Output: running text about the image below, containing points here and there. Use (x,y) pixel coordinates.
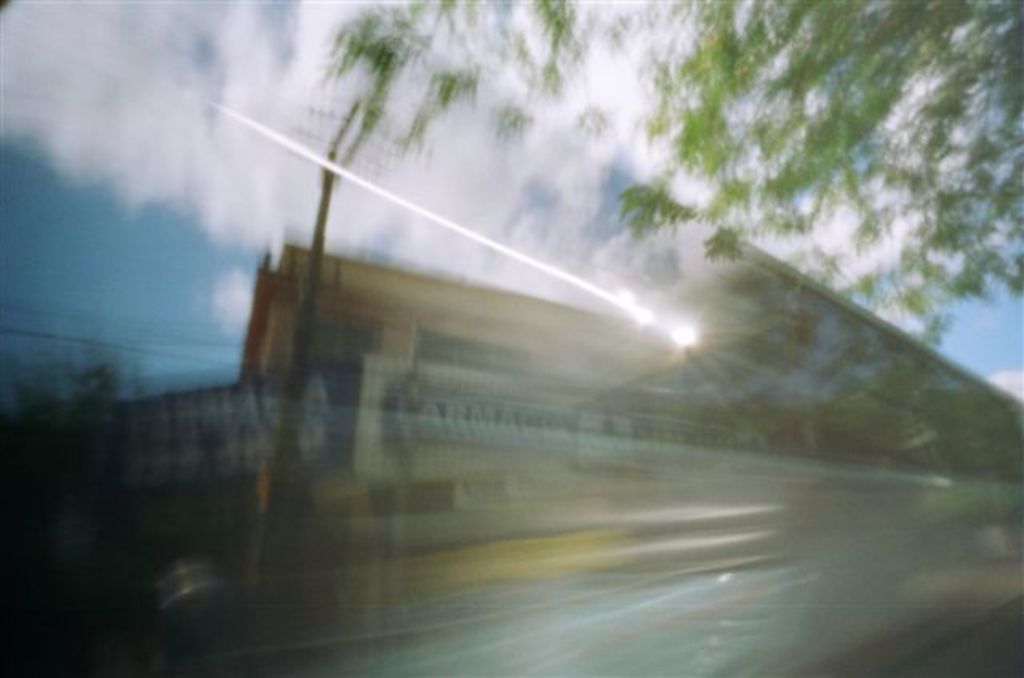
In this image I can see few trees (916,20) in green color. In the background (207,81) the sky (35,245) is in blue and white color and I can see the blurred image.
